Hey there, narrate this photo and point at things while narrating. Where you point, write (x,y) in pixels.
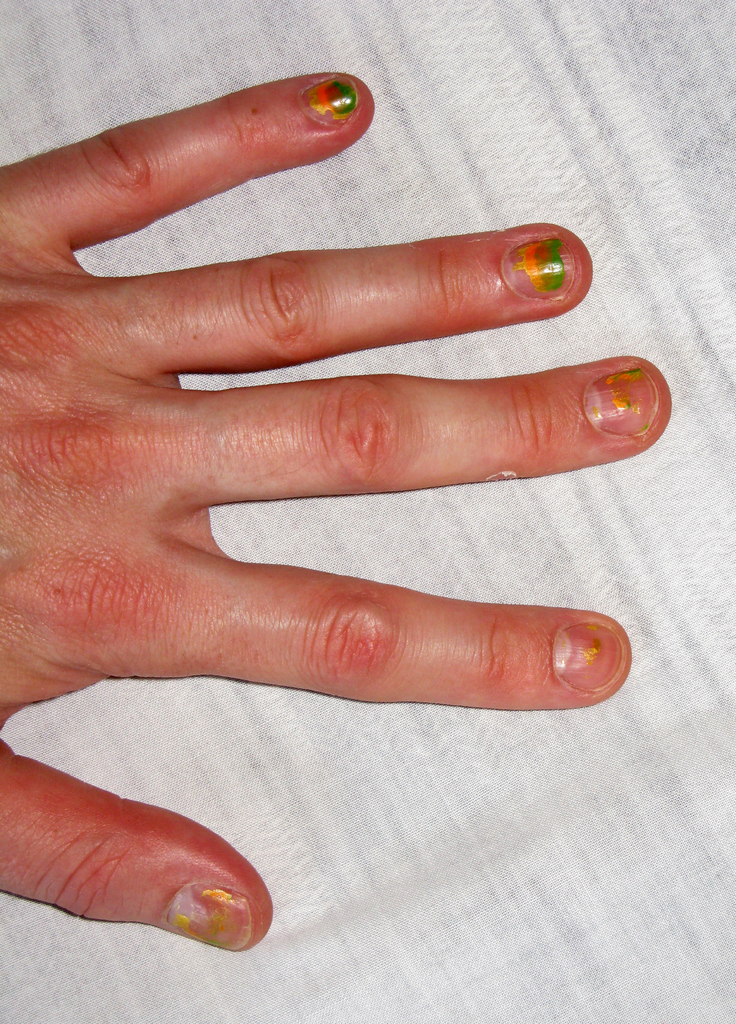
In this image I can see a person's hand (268,98) on a bed (510,880). This image is taken may be in a room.
